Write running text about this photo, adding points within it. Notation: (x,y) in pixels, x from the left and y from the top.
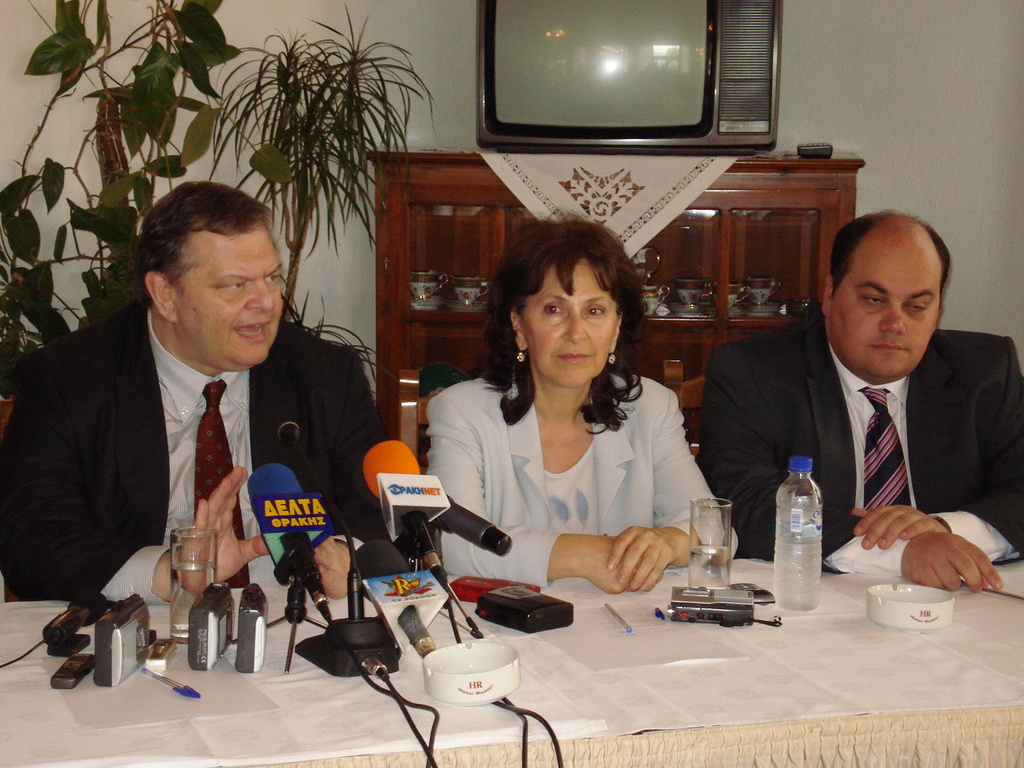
In this picture there are two men (31,527) and a woman (531,327) those who are sitting in the center of the image (604,344), there is a table (918,638) in front of them, on which there are glasses (709,579), mics (486,544) and a bottle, there is a television (667,149) at the top side of the image (547,64), on a desk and there is a plant (384,140) in the background area of the image (266,89).
